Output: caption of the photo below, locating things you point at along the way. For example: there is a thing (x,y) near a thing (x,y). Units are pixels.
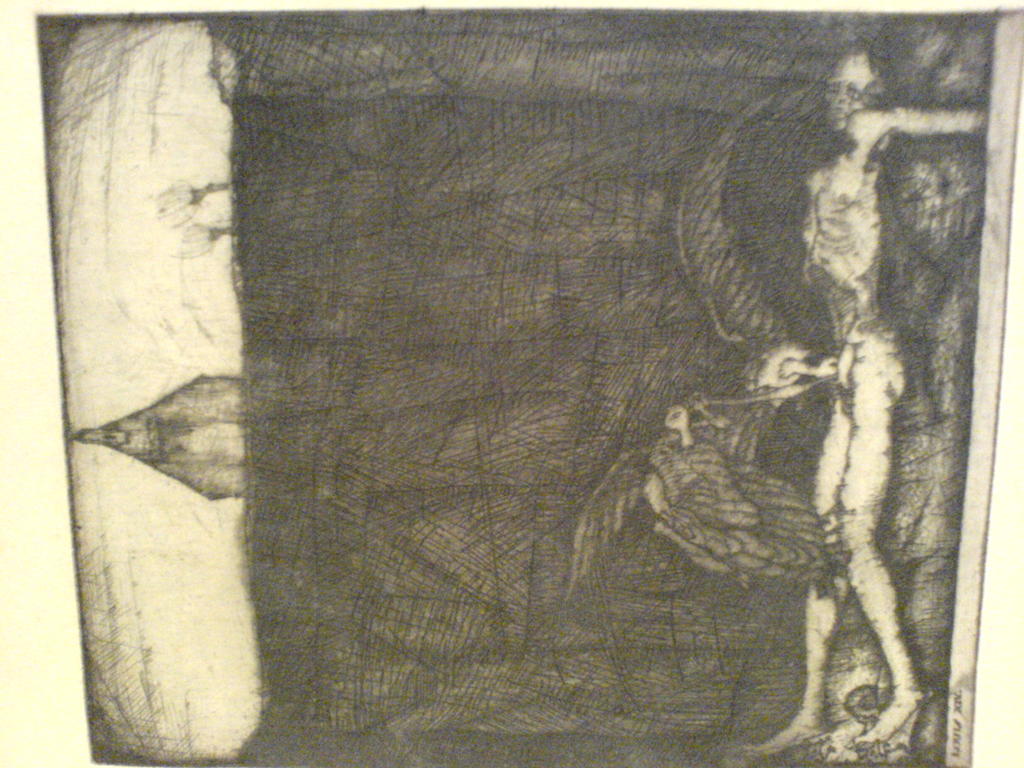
In this image there is a painting (846,235), there is a skeleton (846,235) towards the right of the image (860,461), there is a bird (689,436), there is an object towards the left of the image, there is text (959,718) towards the bottom of the image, the background of the image (534,176) is black in color.
